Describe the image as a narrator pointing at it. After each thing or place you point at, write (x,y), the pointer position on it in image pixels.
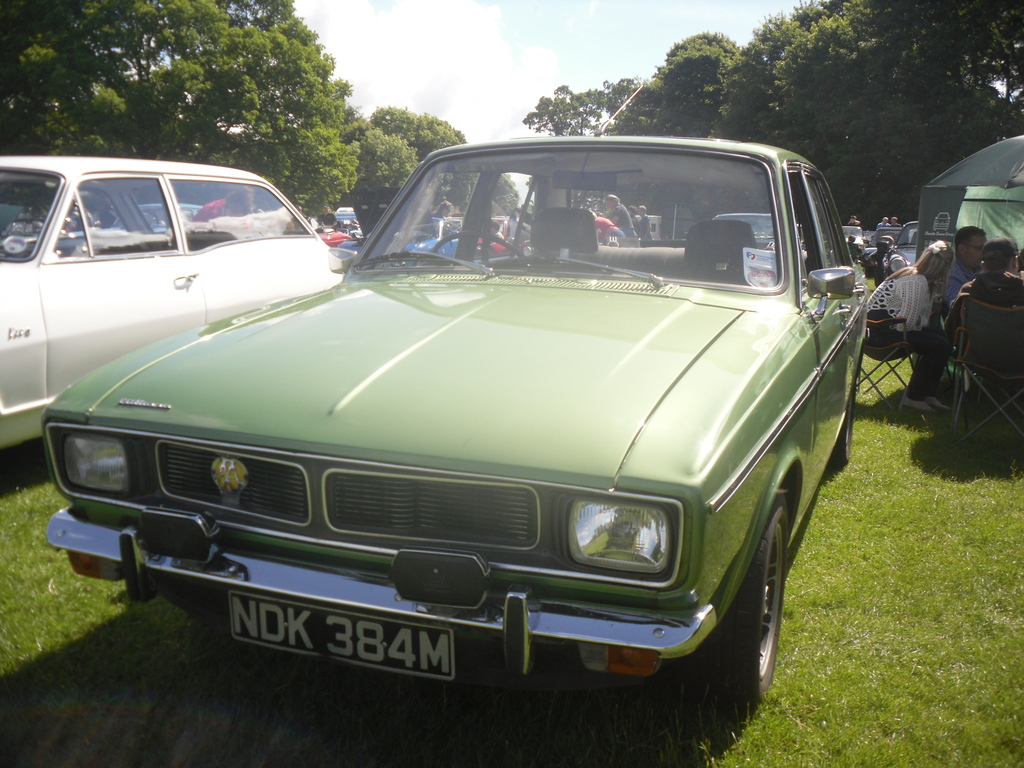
In this picture there are some classic green color car (545,439) parked in the green lawn (868,659). Behind there is a group of a person (898,333) sitting on the chair (867,336) and discussing something. In the background (864,132) we can see some trees (844,105).
